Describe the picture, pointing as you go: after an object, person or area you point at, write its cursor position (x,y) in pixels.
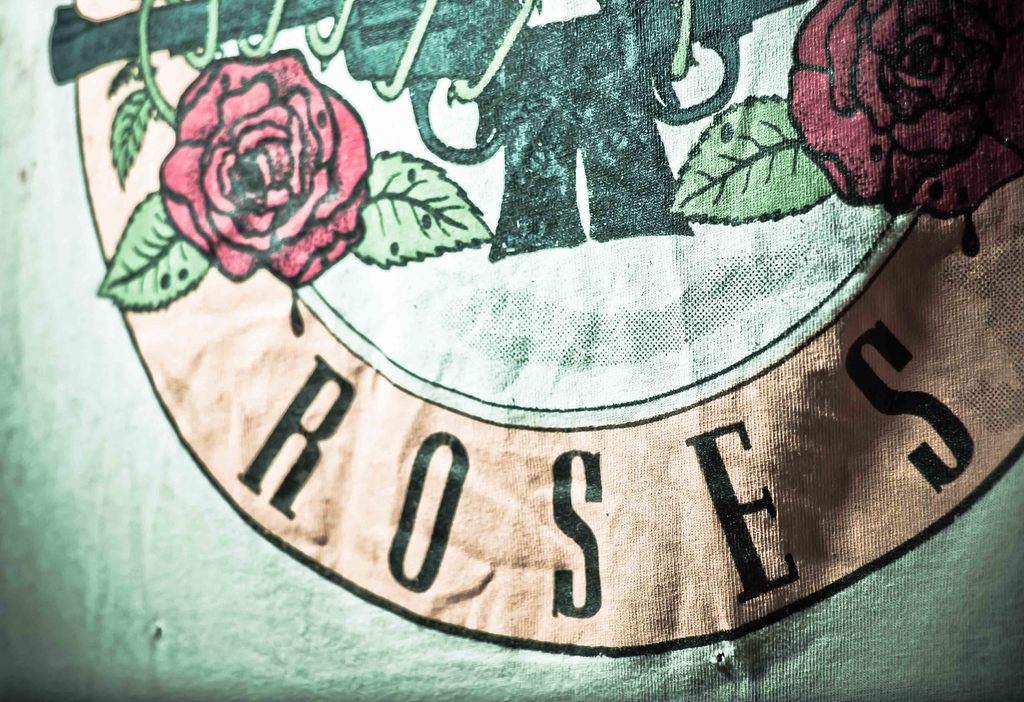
In this picture, we can see some text (857,355), and some images (506,217) on the cloth (318,224).
